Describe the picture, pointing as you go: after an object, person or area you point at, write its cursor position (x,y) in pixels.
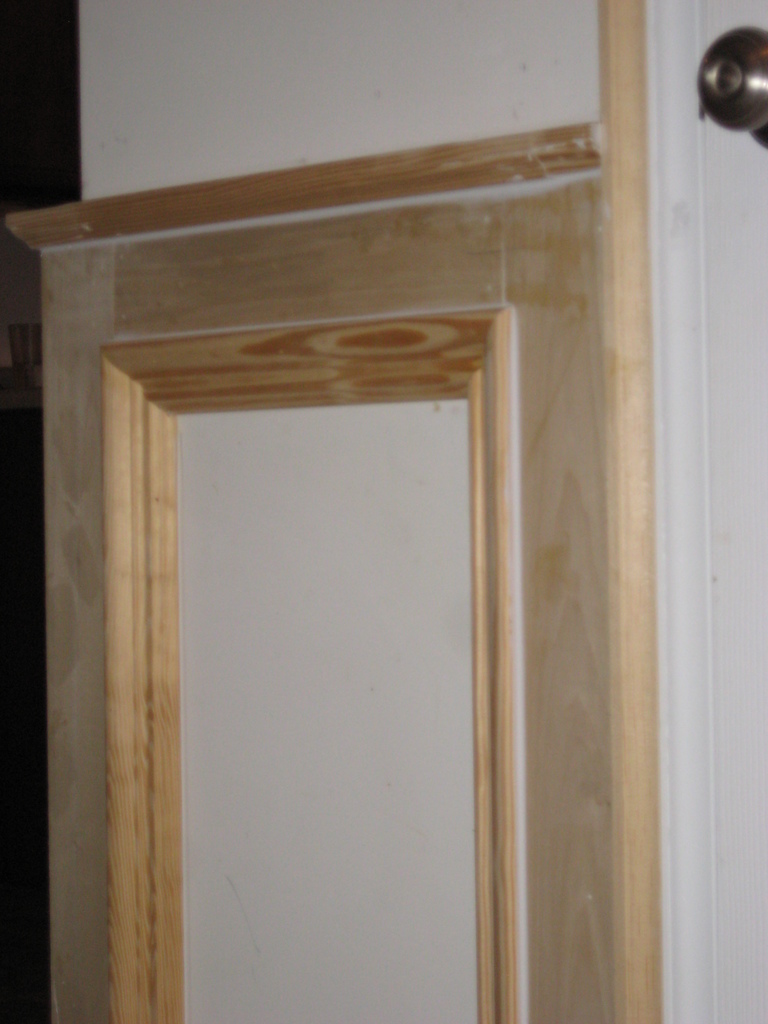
This image consists of a wall (453,718) on which there is a wooden plating (297,334). On the right (727,100), we can see a knob (701,91).
